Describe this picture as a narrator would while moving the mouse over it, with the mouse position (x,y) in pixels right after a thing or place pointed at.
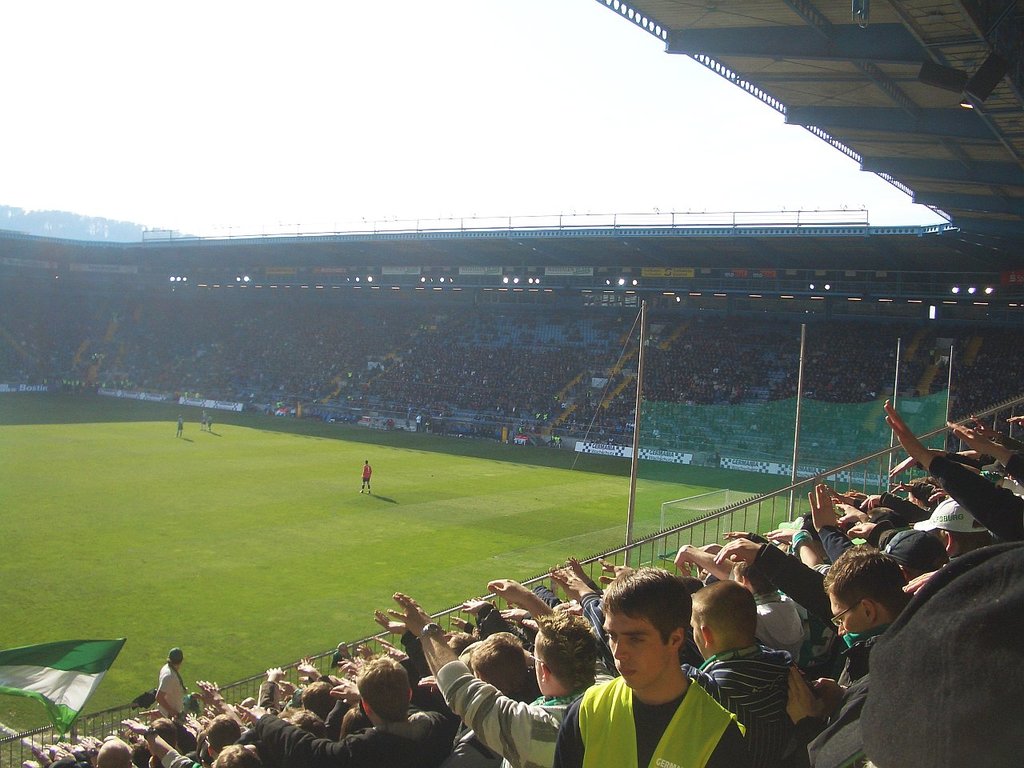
In this picture we can see a group of people (159,685) where some are standing on the ground (252,491), flag (85,695), poles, lights (246,277), grass (240,565) and in the background (127,107) we can see the sky (313,177).
